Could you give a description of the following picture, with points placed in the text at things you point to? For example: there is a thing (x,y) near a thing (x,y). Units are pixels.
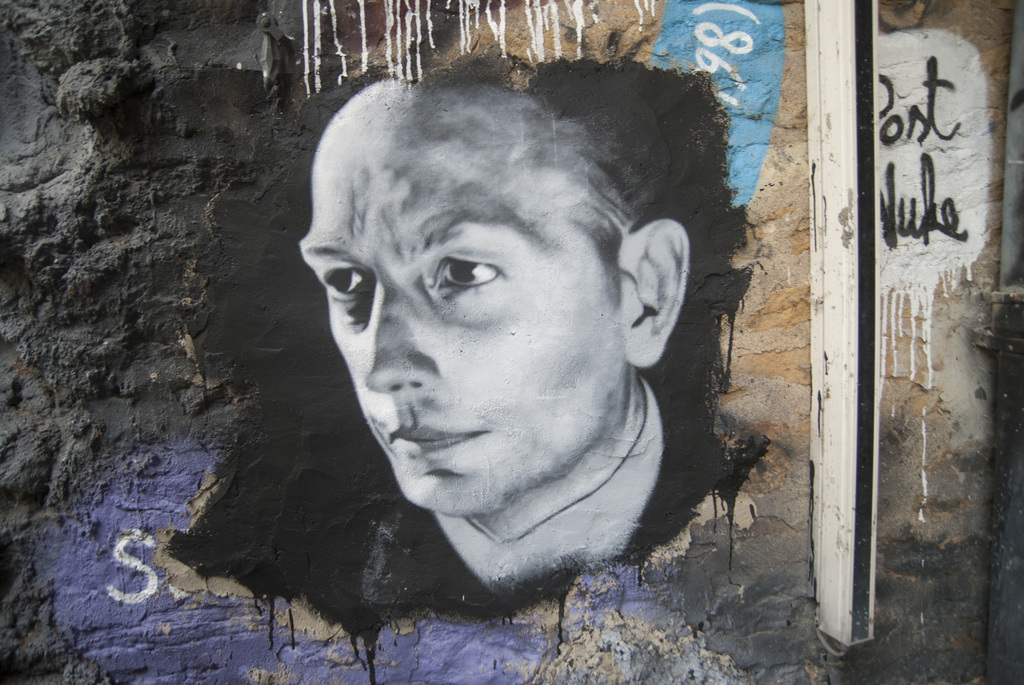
In this picture we can see the painting (373,311) of a person (525,325) on the wall (169,546) and on the wall (773,52) it is written something and an object (857,519).
